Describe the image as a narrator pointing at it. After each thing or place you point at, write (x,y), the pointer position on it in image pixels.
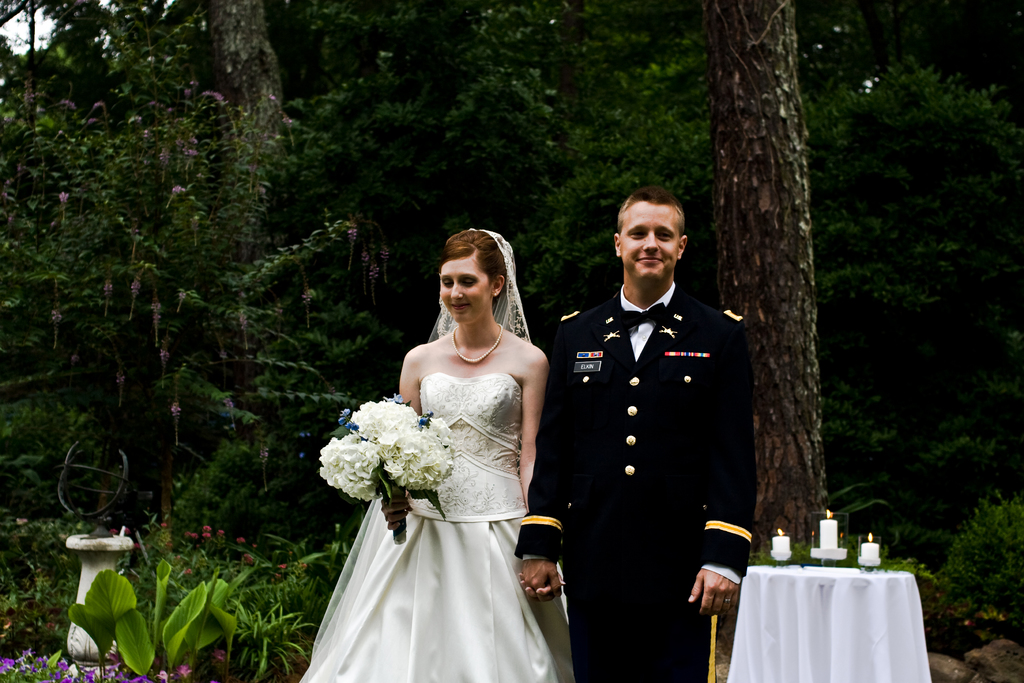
In this image we can see a man (637,476) and a woman (510,467). The man (543,485) is wearing a black color dress (609,498) and the woman (483,463) is wearing white color gown (474,599) and holding a bouquet (397,448) in her hand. In the background (34,350), we can see trees (571,108), flower plants (167,609) and candle (871,546) on table (853,633).
